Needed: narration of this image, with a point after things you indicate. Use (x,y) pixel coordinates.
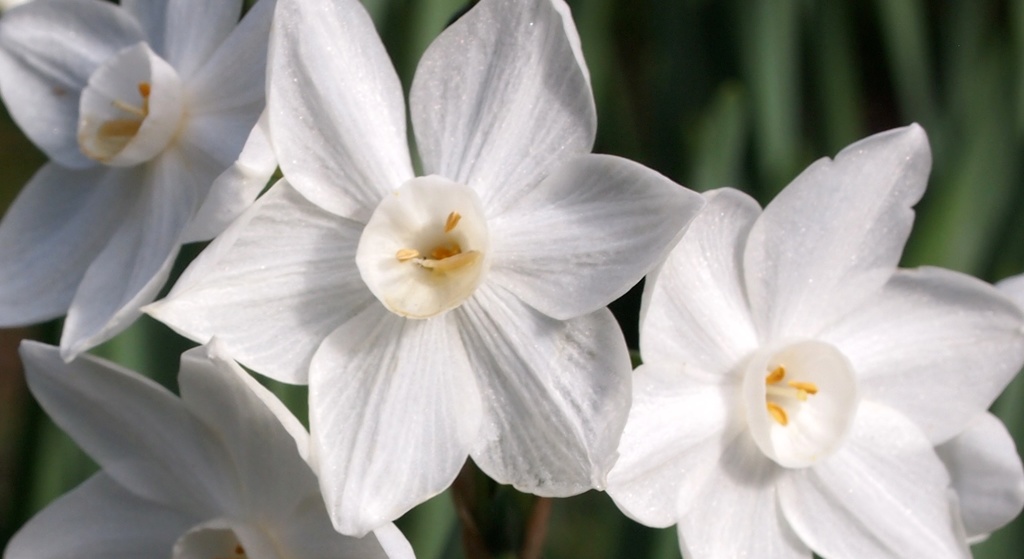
In this picture we can see white flowers (92,268) and in the background (911,54) we can see leaves (841,136) and it is blurry.
